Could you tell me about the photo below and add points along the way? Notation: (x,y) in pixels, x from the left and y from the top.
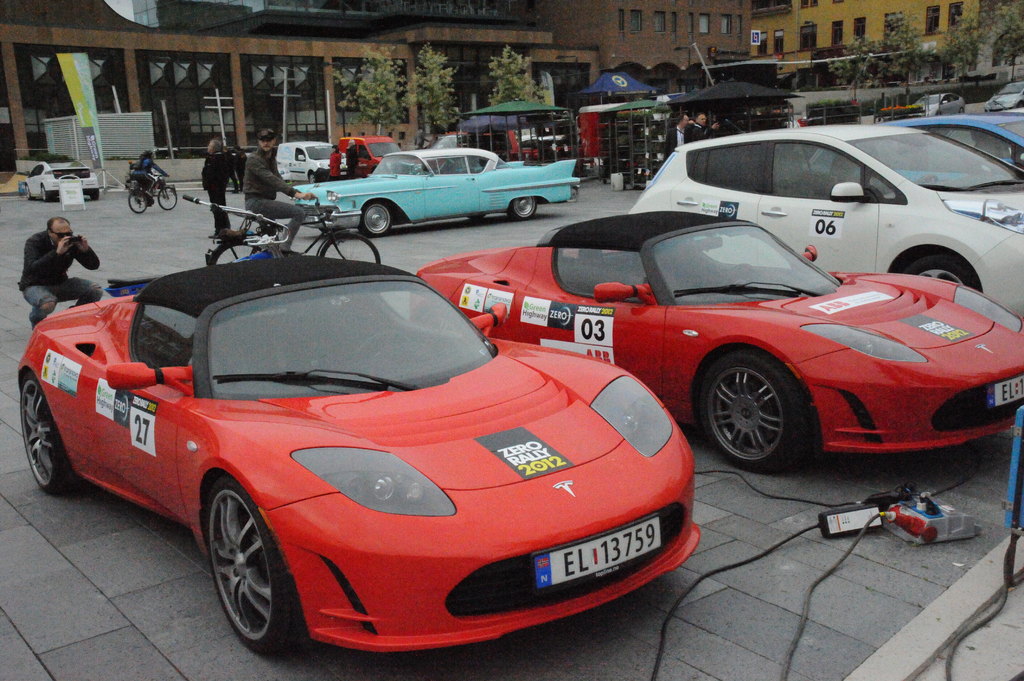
There are many cars (480,278). And some people (286,184) are on cycles (268,226). And one person (61,261) is holding a camera (73,247). On the ground (850,542) there is a machine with wires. In the back (592,49) there are buildings (598,70) with windows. There are trees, poles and tents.
